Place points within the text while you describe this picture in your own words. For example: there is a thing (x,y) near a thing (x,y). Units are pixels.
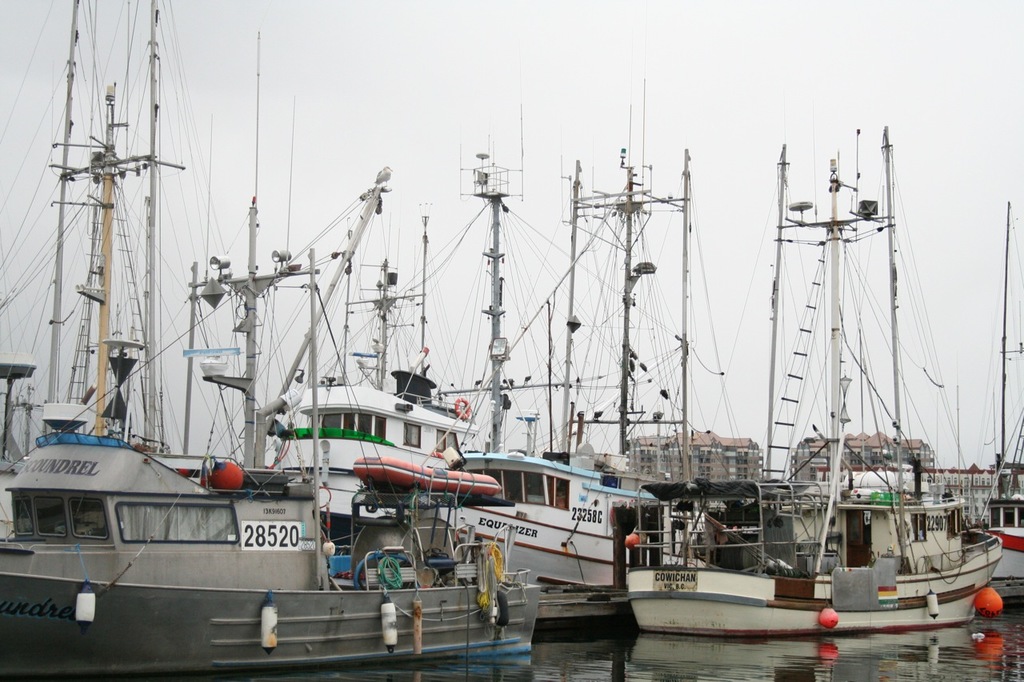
At the center of the image (430,384) there are many boats (483,538) are on the water (675,644). In the background (444,133) there is a sky (792,83).
